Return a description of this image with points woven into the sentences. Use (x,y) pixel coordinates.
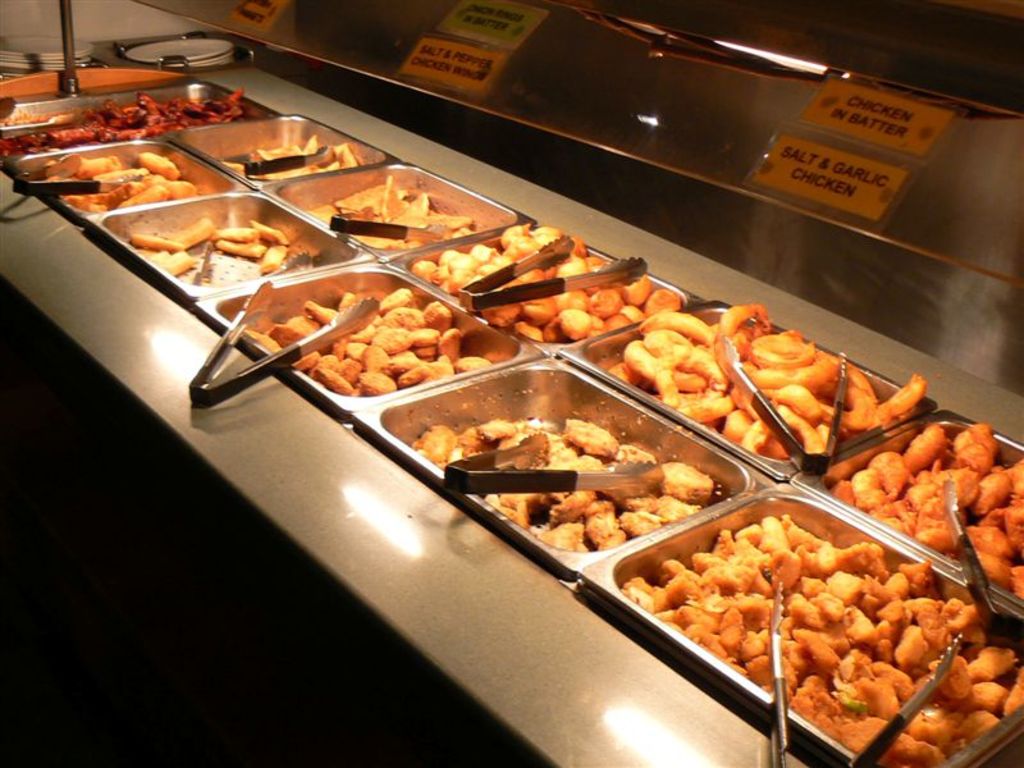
In this image in the center (487,400) there are some bowls (194,141) in that bowls (212,141) there are some food items (797,661) and a spoons (961,538), and at the top (990,215) there is one steel board (929,234). On the board (404,53) there are some name papers (468,59).
